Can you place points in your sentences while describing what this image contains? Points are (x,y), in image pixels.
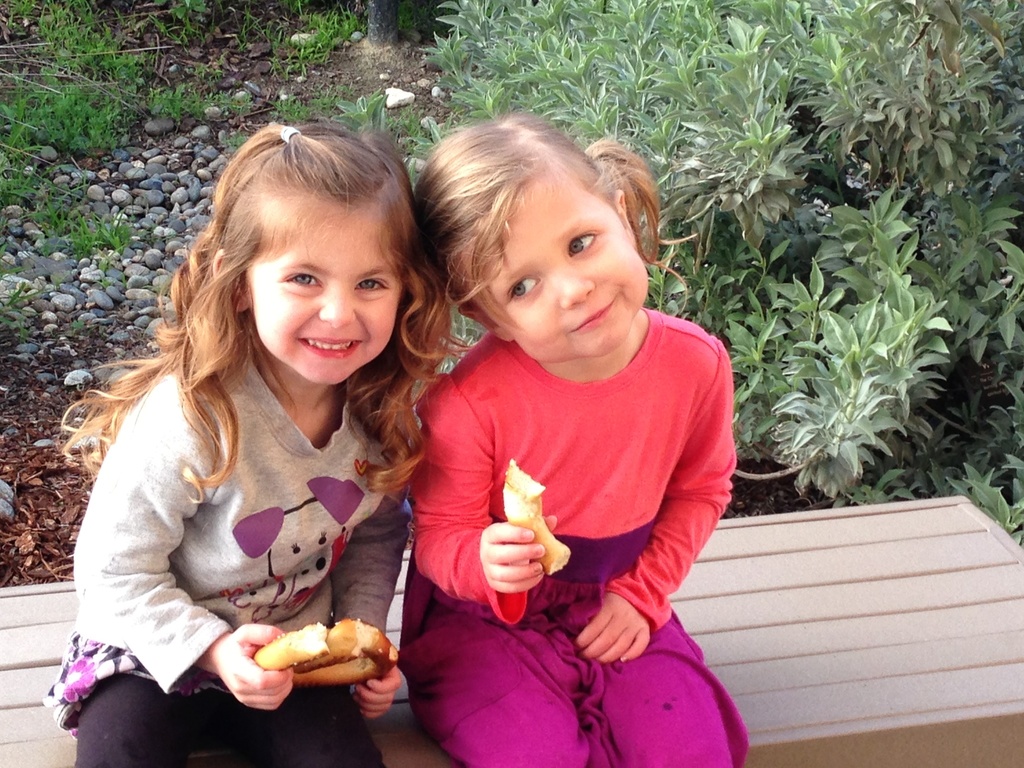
In the middle (440,479) a girl (618,533) is sitting, she wore red color t-shirt (626,475) and holding a food item (536,536) in her right hand (493,561). Beside her another girl (268,569) is sitting, she wore grey color t-shirt (253,401) and smiling. Behind them there are plants (729,106).
